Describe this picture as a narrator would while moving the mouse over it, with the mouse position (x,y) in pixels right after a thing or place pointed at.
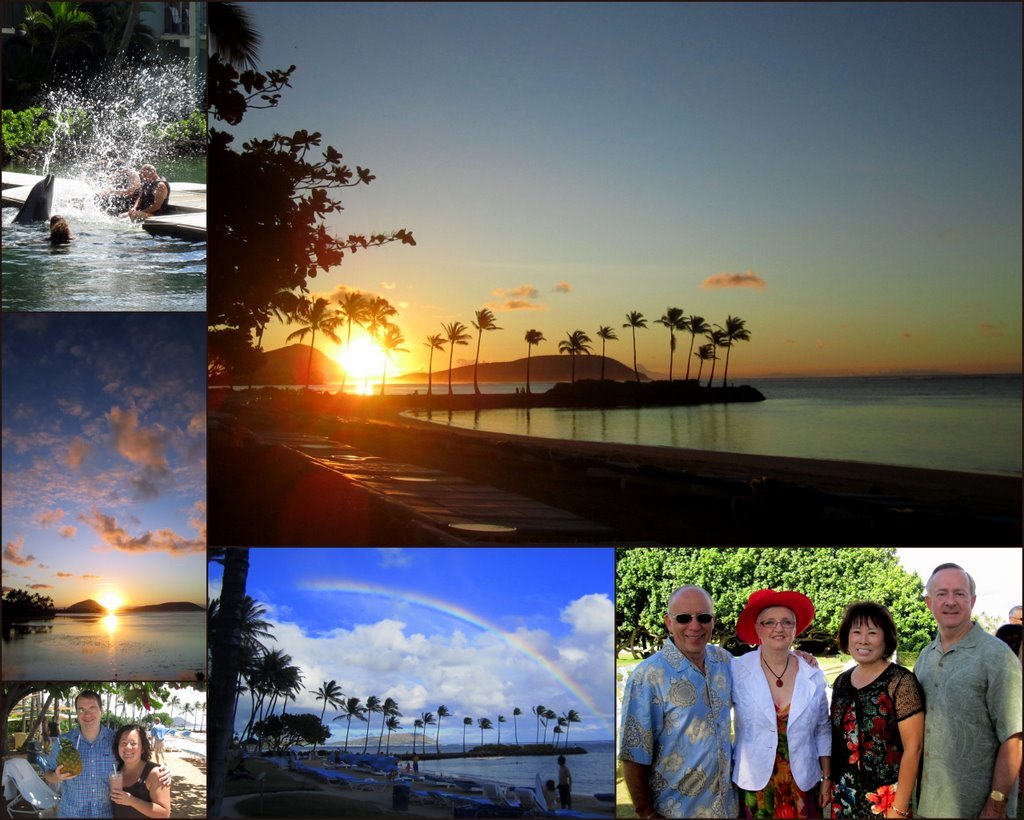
Here this picture is an collage image, in which on the left side (145,193) we can see dolphins (49,207) and people (122,190) present in the pool (76,221) and we can also see plants (65,146) and trees (104,37) present and below that we can see water (102,630) present over a place and we can see sun (106,606) present in the sky (70,593) and we can see clouds (182,465) in the sky (70,581) and below that we can see a couple (103,773) standing over a place and we can also see plants (138,705) and trees (123,697) present and on the right side (727,430) we can see water (838,396) present over a place and we can also see plants (296,334) and trees (252,299) present and we can see sun (355,365) and clouds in the sky (417,326) and below that in the middle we can see plants (248,660) and trees (319,729) present on the ground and we can also see people (407,767) present and we can see clouds (426,659) in the sky (437,675) and on the right side (903,716) we can see a group of people (900,713) standing over a place and we can see all of them are smiling and behind them we can see plants (908,651) and trees (908,651) present.
